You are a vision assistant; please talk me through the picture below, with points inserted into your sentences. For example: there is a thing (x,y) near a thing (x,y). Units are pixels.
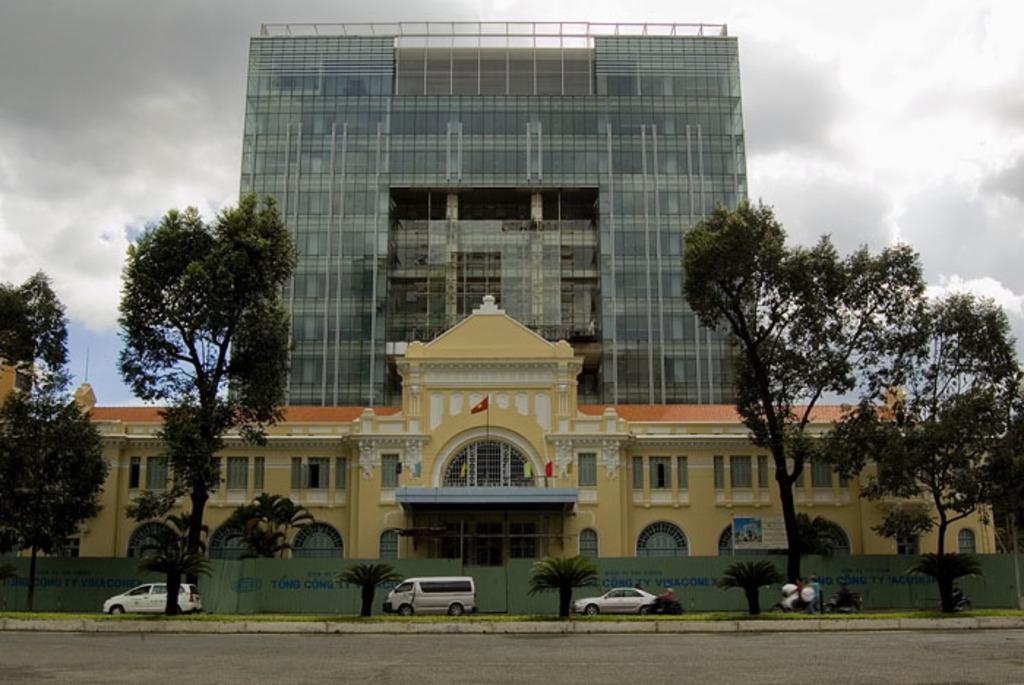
In this picture we can see few trees (259,404), buildings (522,423) and flags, in front of the building (481,546) we can find few vehicles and metal sheets (707,591), in the background (843,250) we can see clouds (790,166).
